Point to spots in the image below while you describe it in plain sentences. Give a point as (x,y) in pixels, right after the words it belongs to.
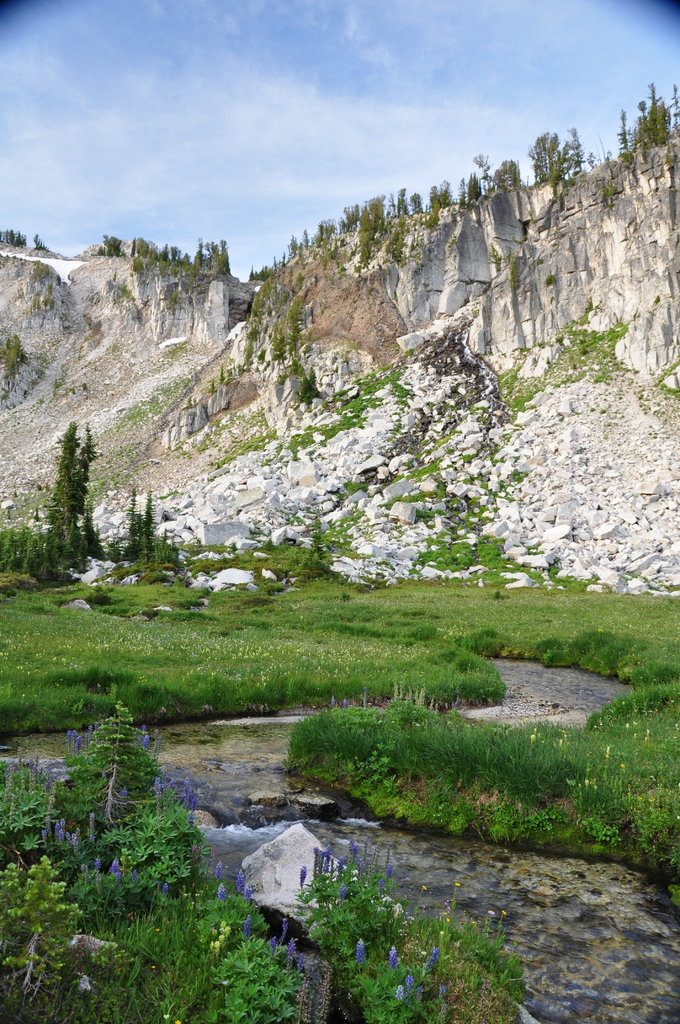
These are the rock hills (447,392). I can see small plants (198,634) with flowers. These are the trees (142,541). Here is the water (294,816) flowing.
